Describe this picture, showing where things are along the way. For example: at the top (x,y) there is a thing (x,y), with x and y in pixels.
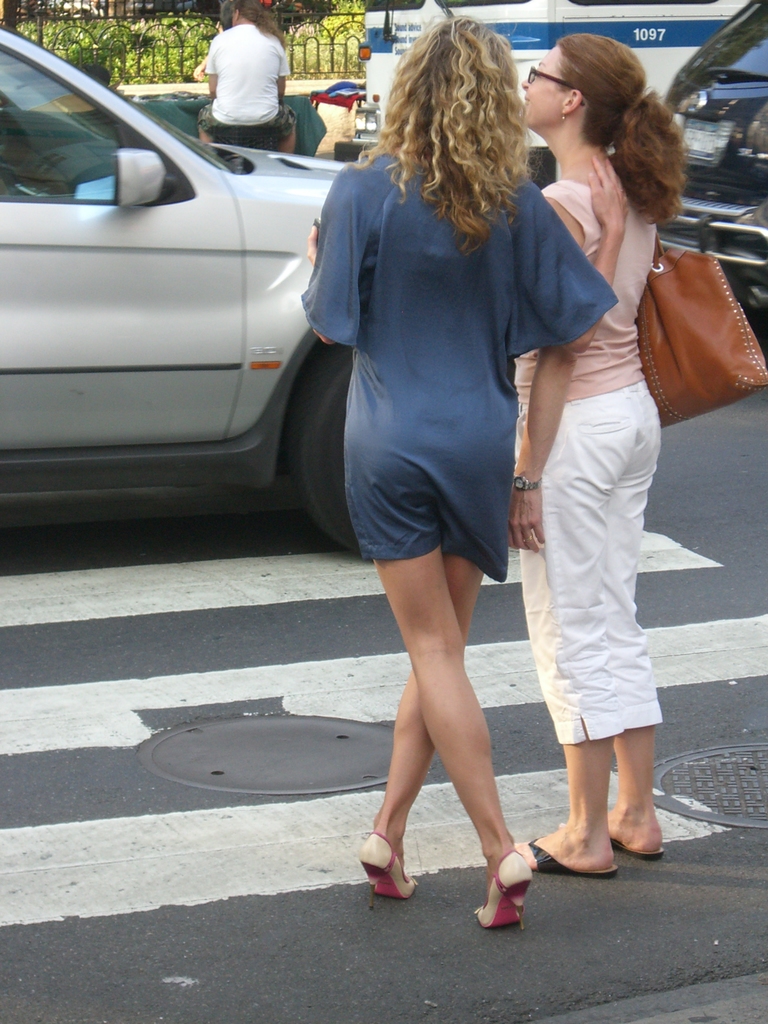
In this picture we can see vehicles (82,275) and 2 women (462,354) standing on the road (281,925).
